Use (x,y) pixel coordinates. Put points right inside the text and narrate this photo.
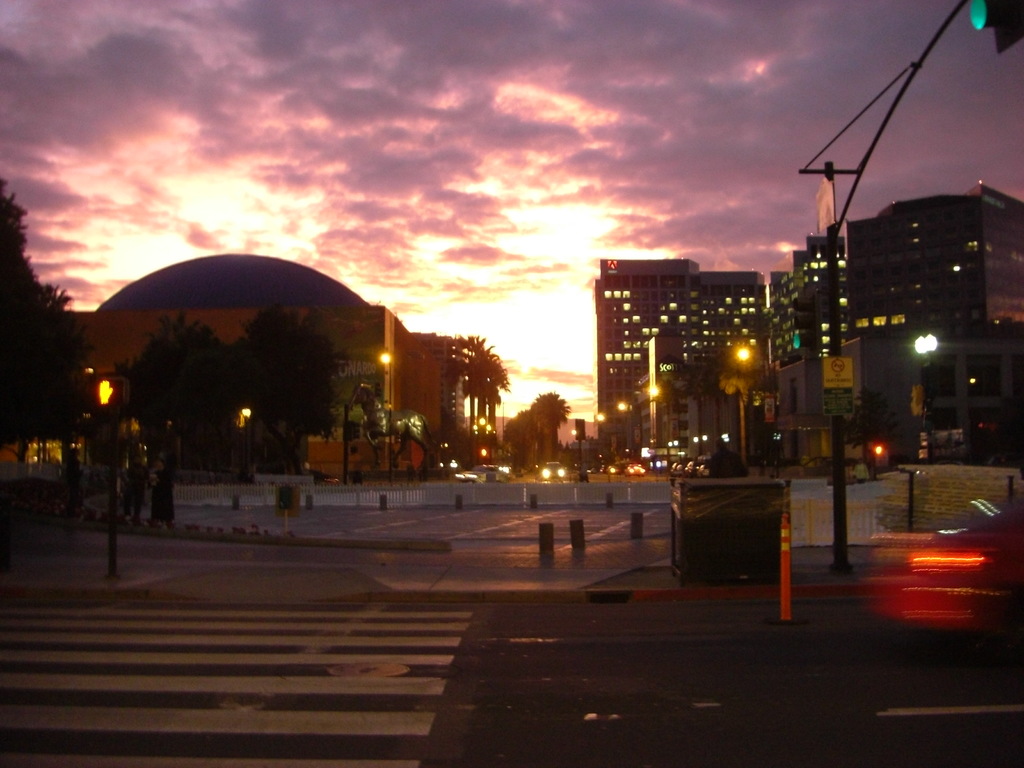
In this image we can see road (491,610), buildings (852,347), poles (923,379) and cars (558,466). Left side of the image (19,360) trees (11,390) are present. The sky (348,149) is full of clouds (461,147).
